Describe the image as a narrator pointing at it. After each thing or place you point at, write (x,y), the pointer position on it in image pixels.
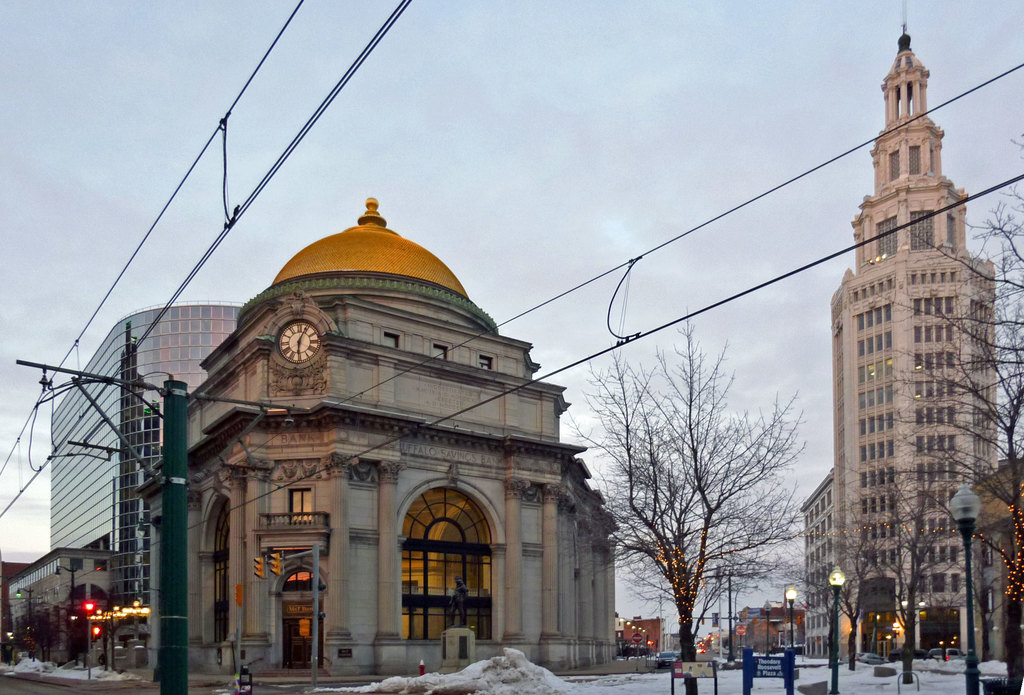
In this image we can see so many buildings (281,476), trees (852,619), poles (834,611), wires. The sky (528,127) is full of clouds (547,202). The land (591,693) is covered with snow (868,680).
